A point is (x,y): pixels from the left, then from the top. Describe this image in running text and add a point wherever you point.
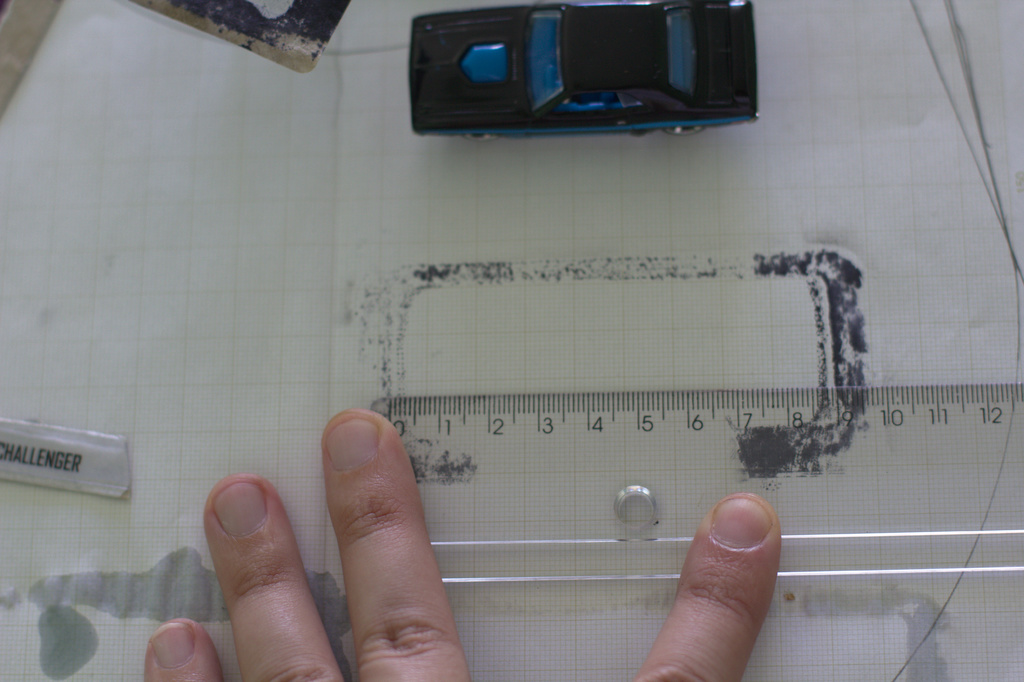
In this image we can see a person's fingers (381,543) on the scale (524,446) and there is a toy (531,98) and some other objects (110,471) placed on the paper (270,261).
